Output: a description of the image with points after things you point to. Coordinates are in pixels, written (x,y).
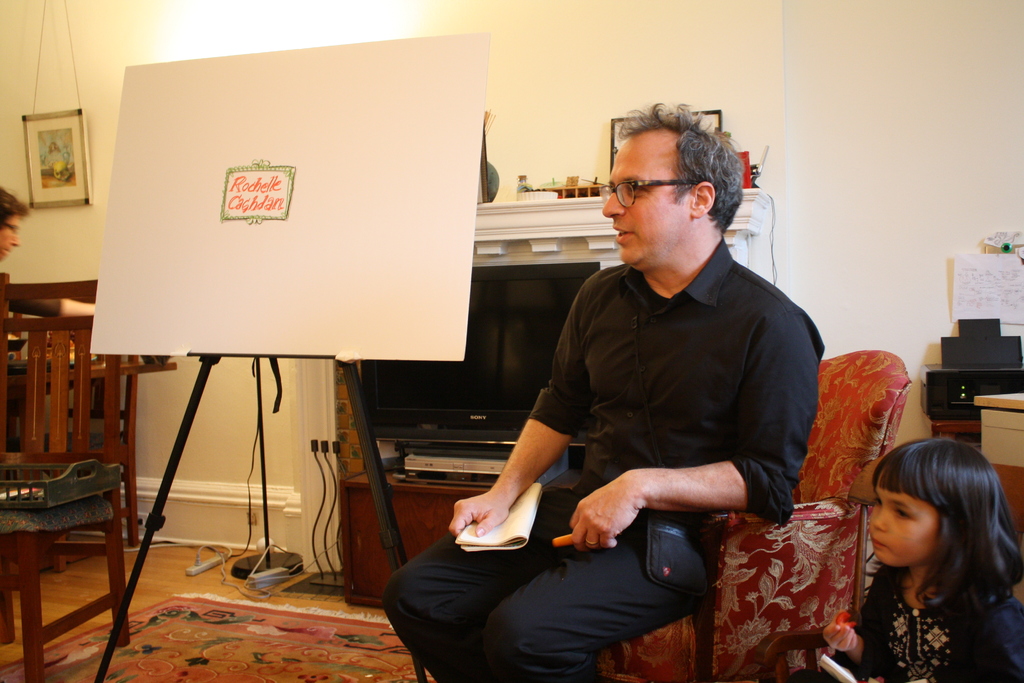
Here in the center (636,452) we can see one man (755,406) sitting on the chair (822,523). And in the right bottom (947,623) one girl (891,631) is sitting down. And in the center (346,242) we can see the board (293,188) and on the left (5,228) we can see one person (3,214). And back of them we can see the wall (888,166).
